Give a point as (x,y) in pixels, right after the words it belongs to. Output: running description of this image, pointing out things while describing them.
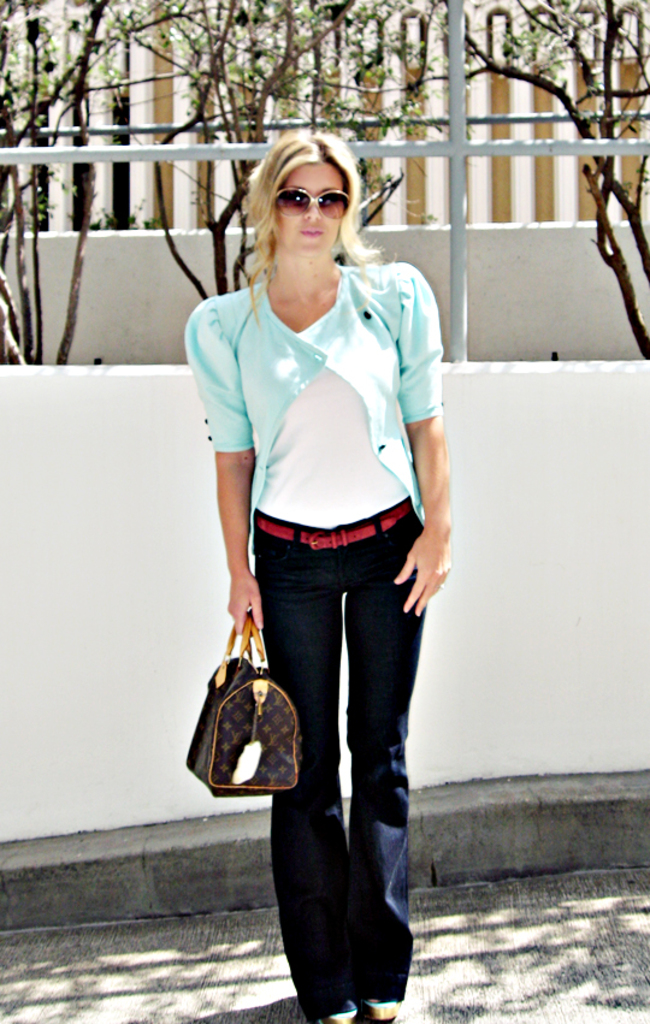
This woman (325,191) wore goggles (332,205) and sky blue jacket (360,353) holds a bag (210,725). Far there are trees (332,31).
